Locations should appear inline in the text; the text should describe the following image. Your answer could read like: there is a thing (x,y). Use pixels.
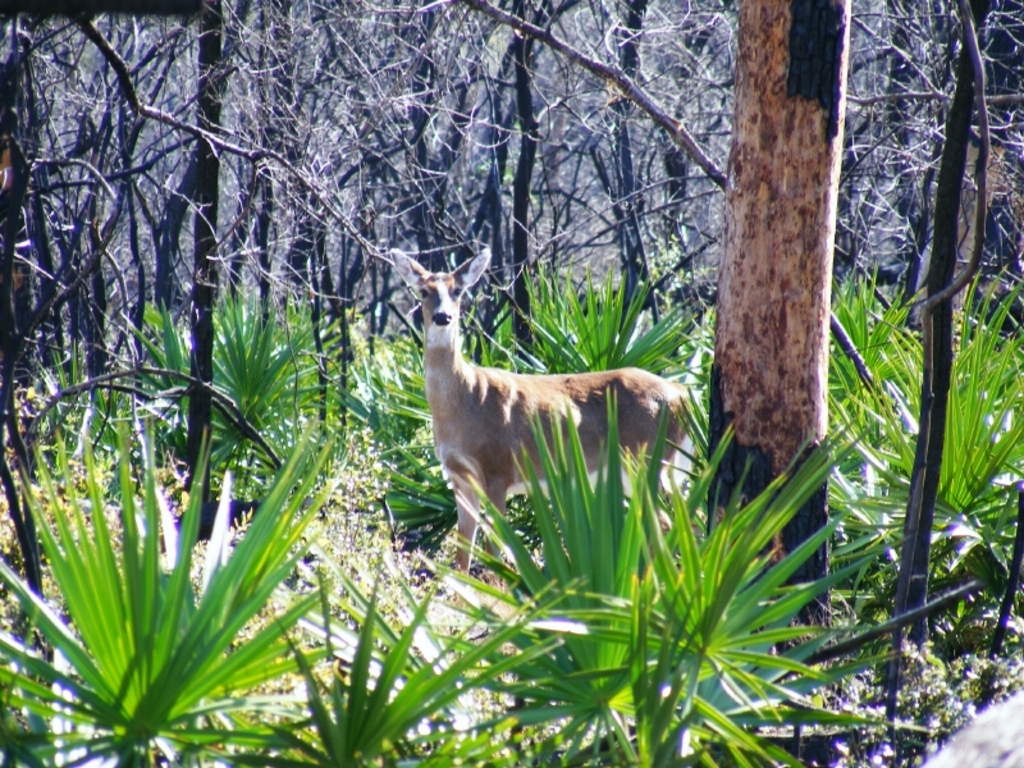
In this image we can see a deer (488,383). In the background (610,182), we can see trees (761,164). We can see leaves (753,622) around the deer (473,374).
